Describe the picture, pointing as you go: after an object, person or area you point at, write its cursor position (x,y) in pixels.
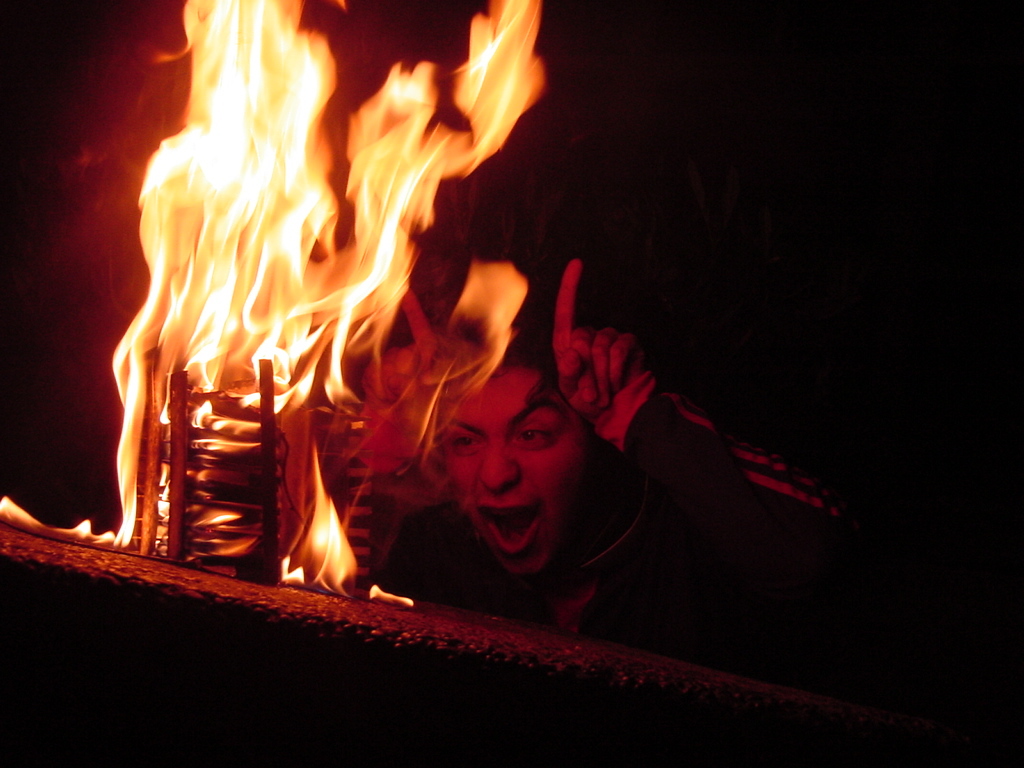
In this image, we can see a person (461,387) and a fire (193,511).
